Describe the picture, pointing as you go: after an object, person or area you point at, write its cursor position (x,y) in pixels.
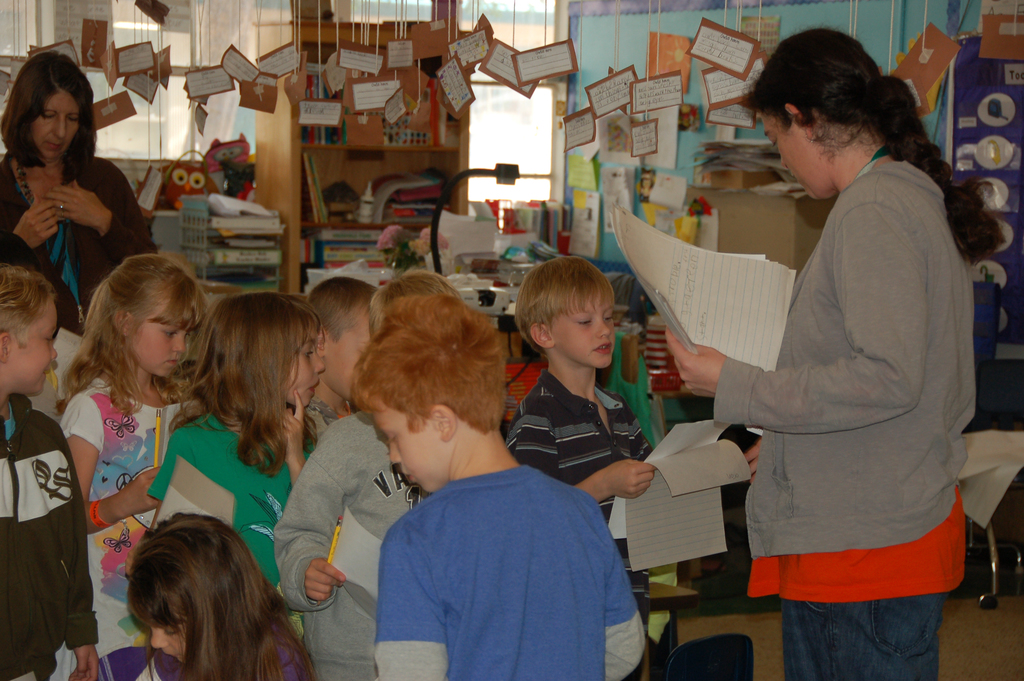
In this image we can see a few people (107,566), among them, some are holding the papers (335,560) and pencils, there are posters (259,100) and a cupboard (347,124) with some objects (435,206), also we can see some other objects (429,242).
